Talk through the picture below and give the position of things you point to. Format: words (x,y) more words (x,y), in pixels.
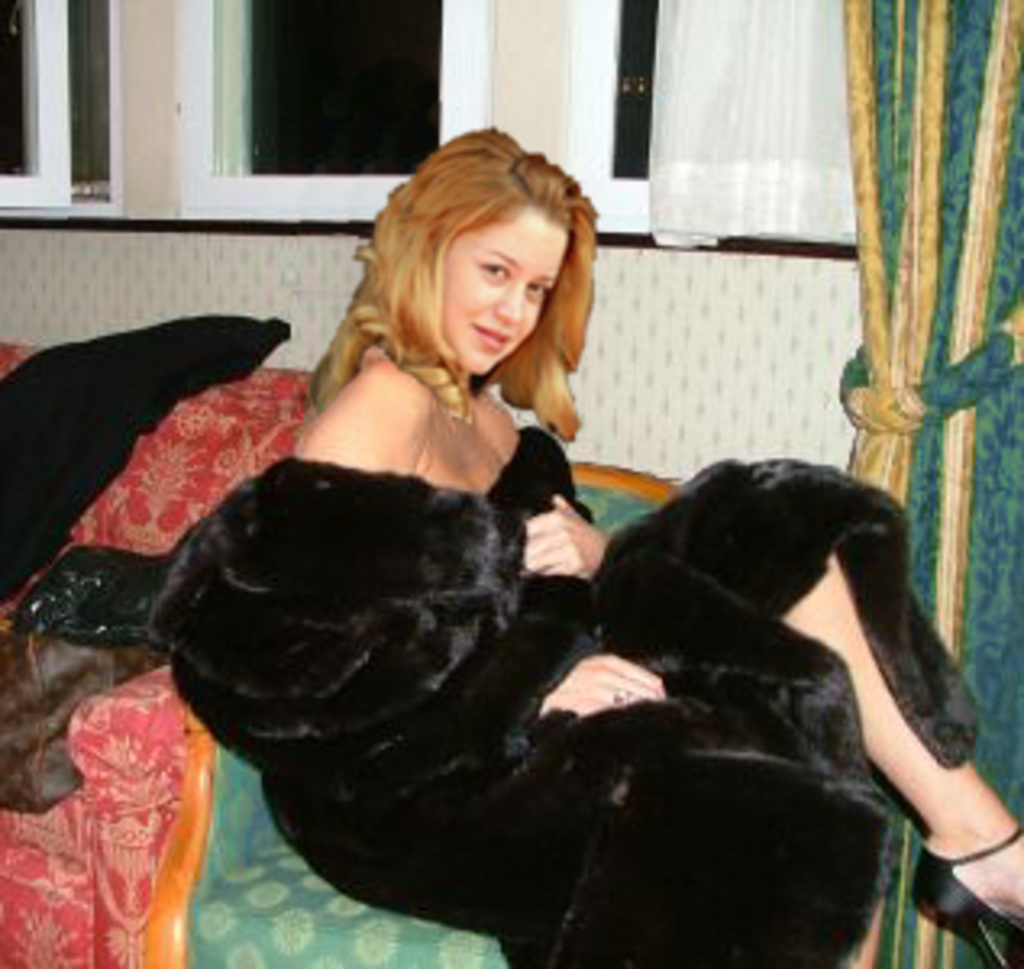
In this image we can see a lady (481,476) sitting on the couch (93,931), there are windows (634,46), curtains (744,158), also we can see the wall (726,264), and some clothes (46,459) on the couch (149,516).
